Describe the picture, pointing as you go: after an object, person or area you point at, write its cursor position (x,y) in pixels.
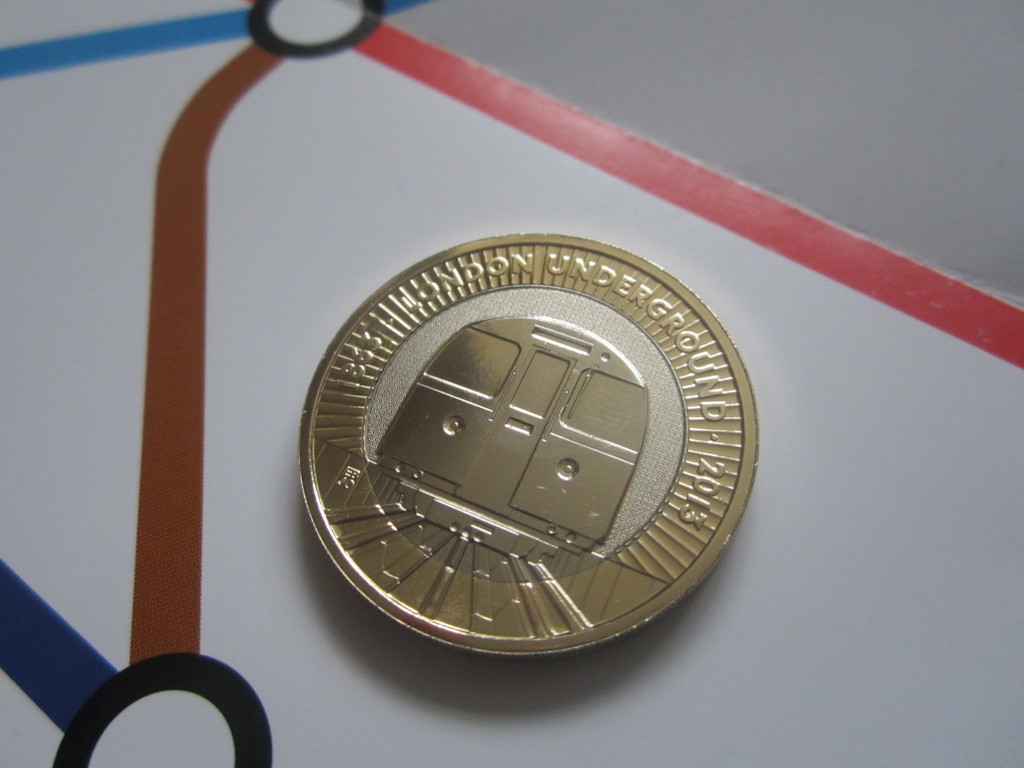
In this image we can see a golden color coin (563,441) on which it has been written London underground 2013.
